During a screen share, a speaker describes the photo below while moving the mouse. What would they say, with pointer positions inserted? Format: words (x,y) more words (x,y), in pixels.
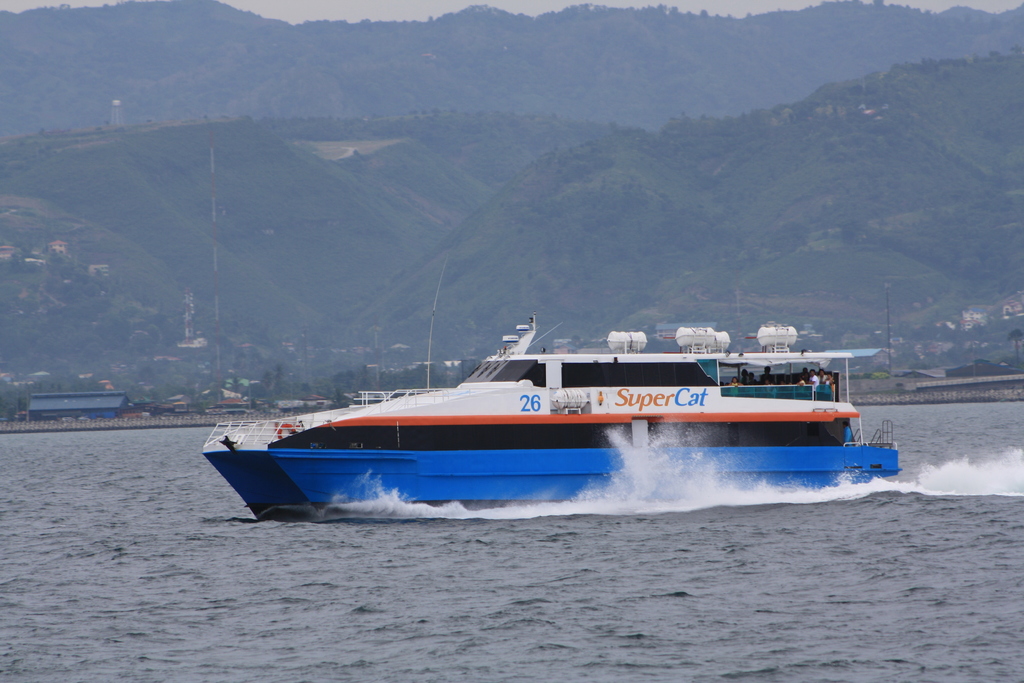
In this picture we can see water (521,588) at the bottom (608,592), there is a boat (636,436) in the water (675,489), in the background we can see some houses (41,397), trees (288,393) and hills (510,134), we can see some people (767,378) in this boat (787,388).
